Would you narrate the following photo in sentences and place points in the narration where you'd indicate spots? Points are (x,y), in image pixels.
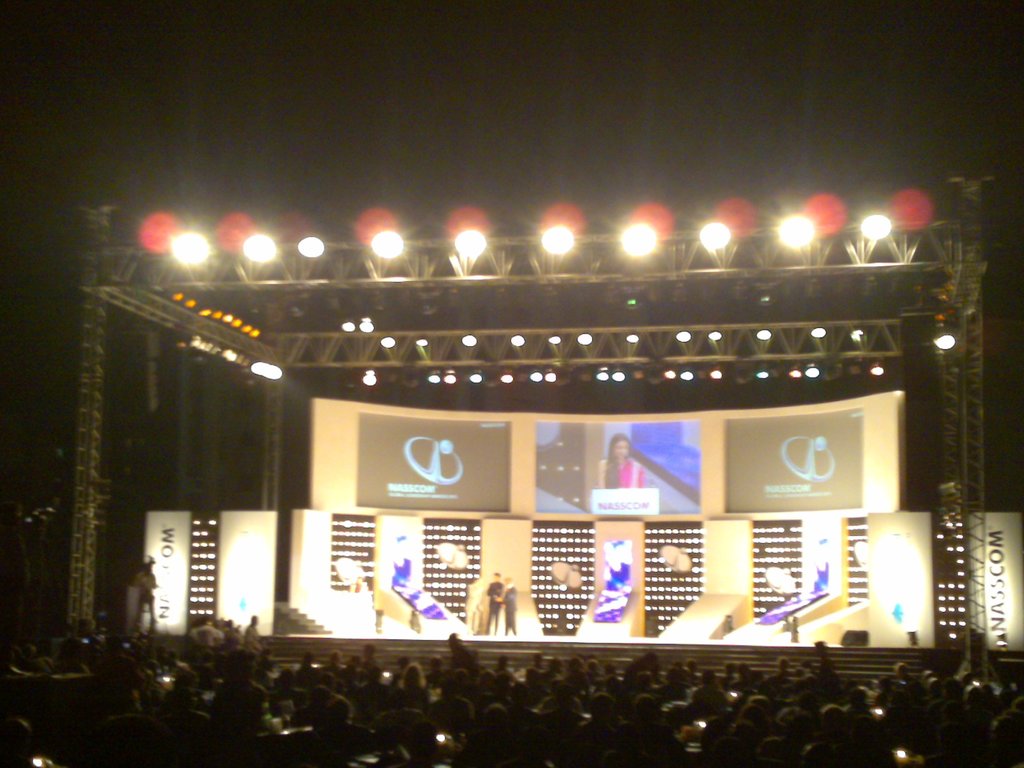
As we can see in the image there are group of people (801,738) here and there, banners (182,610) and lights (200,613). The image is little dark.
